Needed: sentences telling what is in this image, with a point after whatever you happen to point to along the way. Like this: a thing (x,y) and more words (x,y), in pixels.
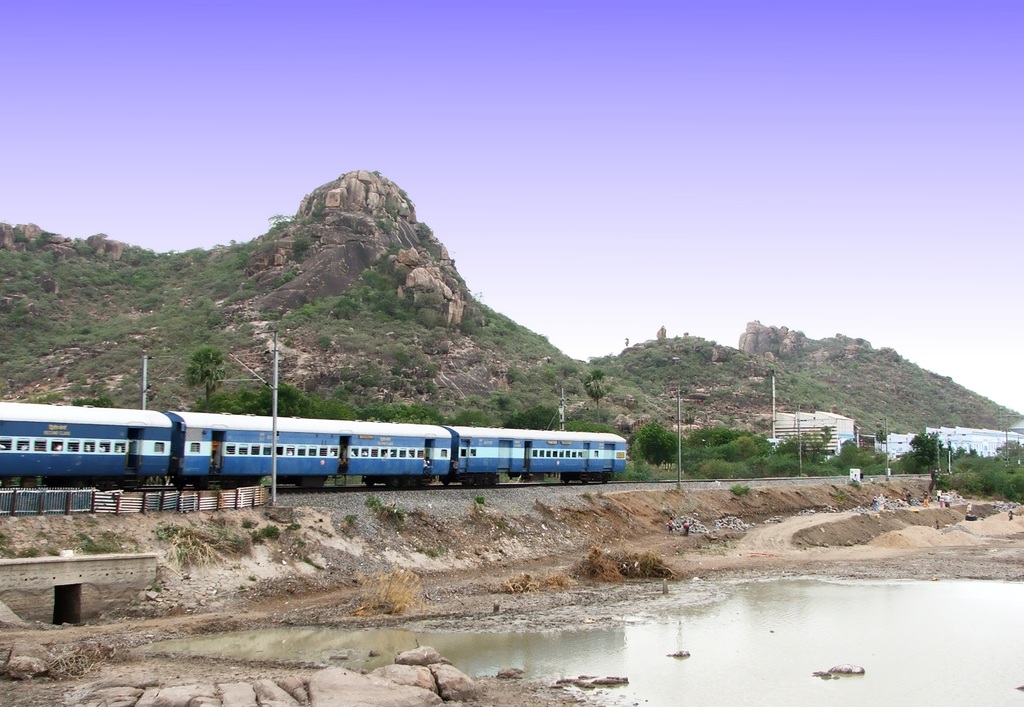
Here at the top of the picture (629,85) we can see that the sky (558,119) is purple and white. Below that we have hills (865,380) covered with trees (503,356). We have a railway track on which the train (489,451) is moving & beside that we have a small lake (652,628) with a tunnel (64,585) beside it. At the right side of the picture (746,472) we have a few houses (837,439) and trees (774,456).
